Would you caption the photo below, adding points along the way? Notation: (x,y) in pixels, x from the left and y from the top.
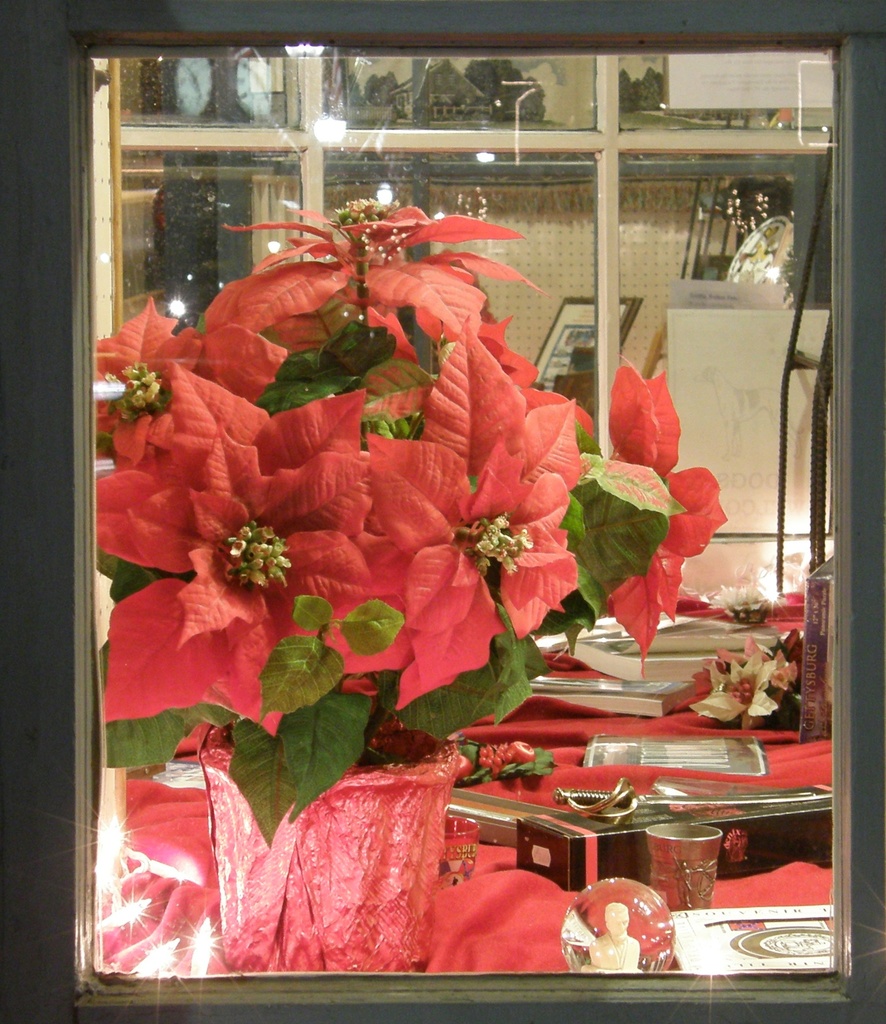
In the center of the image (519,664) there is a flower vase (277,920). In the background of the image (631,261) there are many objects (678,353). There is a table (748,781) on which there are many objects (651,850).
